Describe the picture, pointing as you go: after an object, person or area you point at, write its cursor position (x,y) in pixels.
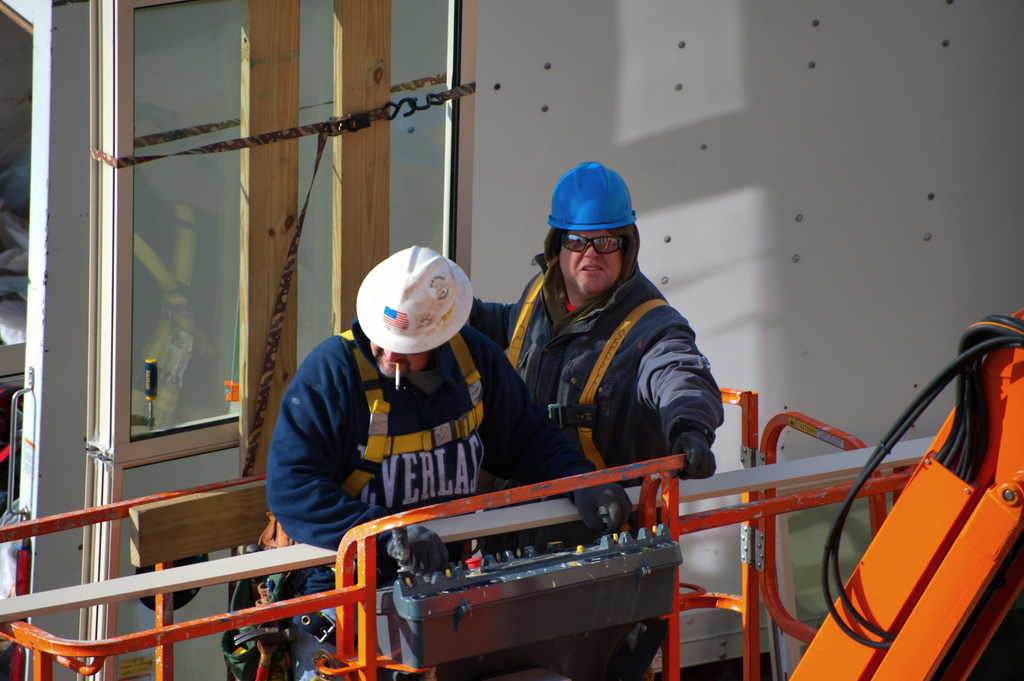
In this picture there is a person (375,342) standing and holding the object (667,583) and there is a person (684,384) standing. In the foreground (574,602) there is a crane (474,642). At the back (926,254) there is a reflection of a crane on the mirror (192,371) and there is a wall (891,214). On the right side of the image (851,600) there are wires (836,569).
